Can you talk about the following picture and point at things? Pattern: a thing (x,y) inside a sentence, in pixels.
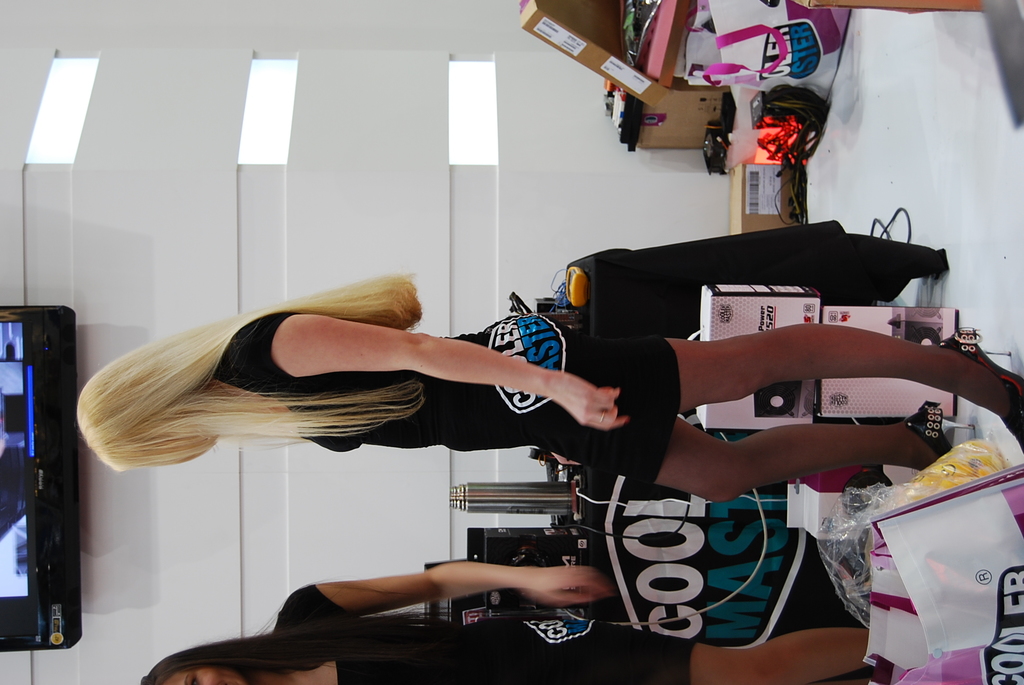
In this image we can see two ladies (475,442). On the floor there are boxes (849,407), packets (867,520) and many other items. In the back (570,548) there is a table (584,521) with bottle (491,508) and some other items (482,541). In the background (246,477) there is a wall (544,519) with a screen (51,411).
